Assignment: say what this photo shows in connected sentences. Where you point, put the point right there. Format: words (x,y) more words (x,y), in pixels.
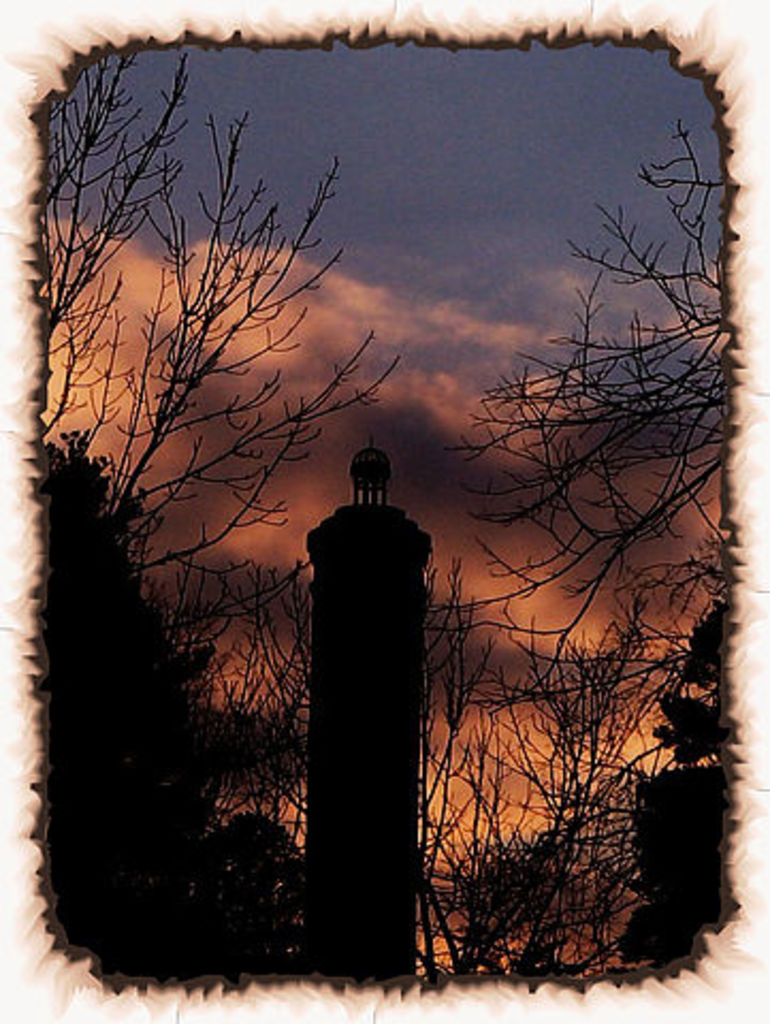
This is an edited image. In the center of the image (349,534) there is a tower (319,725). There are trees (134,697). In the background of the image (464,482) there are clouds (399,379) and sky (465,236).
